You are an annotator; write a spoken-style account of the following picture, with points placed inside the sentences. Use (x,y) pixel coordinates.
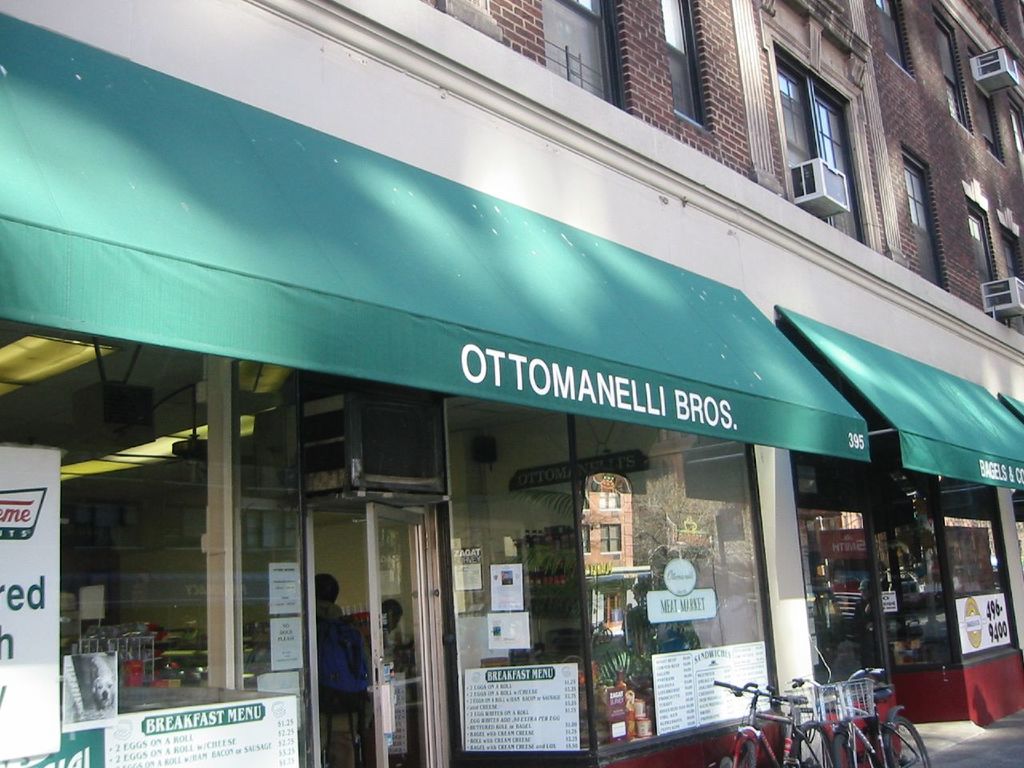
In this picture there are stalls (764,547), posters (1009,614) and bicycles (793,715) at the bottom side of the image (843,741), there are windows (598,51) in the top right side of the image (969,47).
